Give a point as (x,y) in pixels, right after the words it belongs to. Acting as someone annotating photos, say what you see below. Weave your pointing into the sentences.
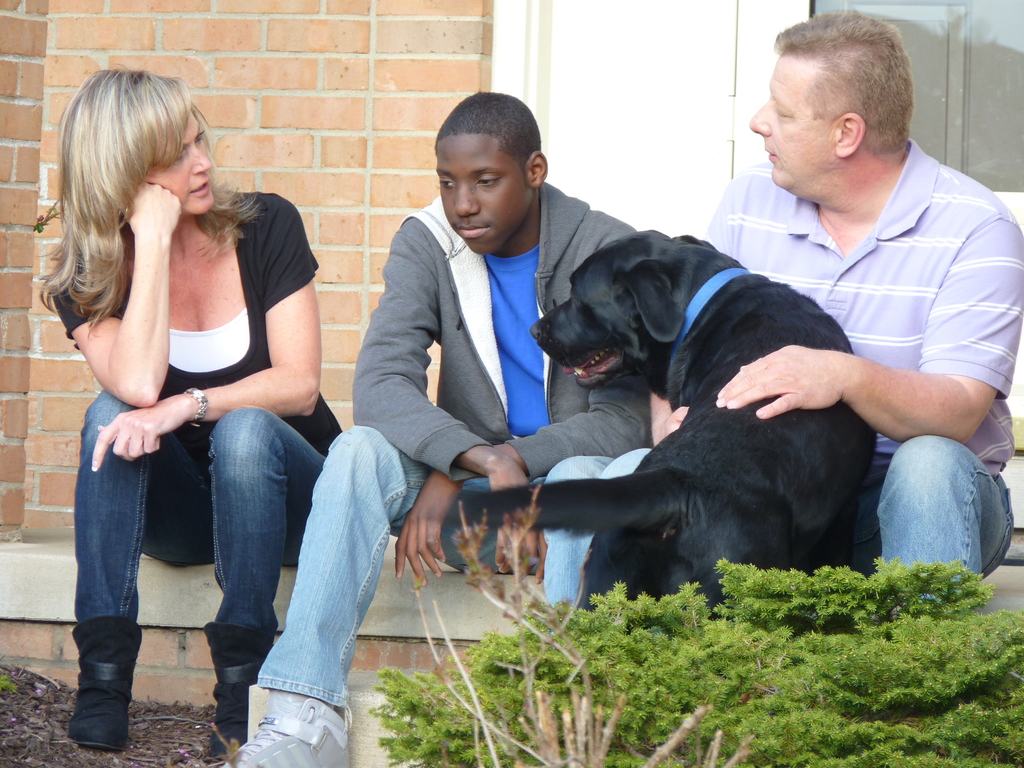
In this image I can see three people (651,396) with the dog (743,414). In front of them there is a plant (683,631). In the background (450,62) there is a wall (295,66).
